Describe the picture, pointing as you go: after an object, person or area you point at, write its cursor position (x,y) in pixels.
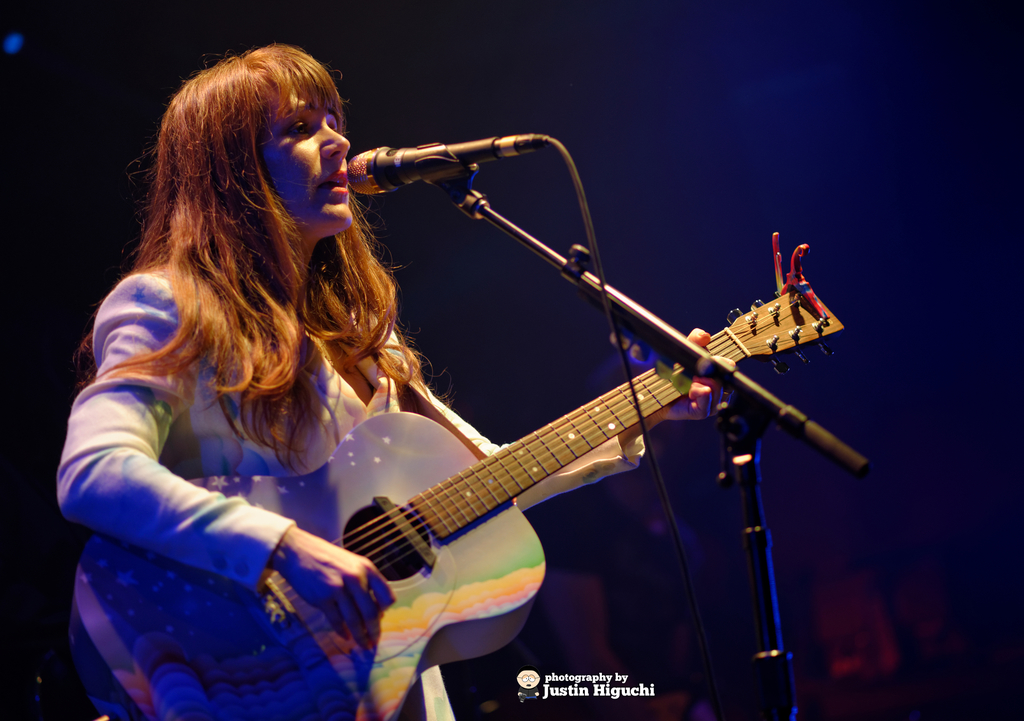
In this image we can see a woman (297,357) playing a guitar (548,467) and a mic (478,162) with stand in front of her and a dark background (613,240).
